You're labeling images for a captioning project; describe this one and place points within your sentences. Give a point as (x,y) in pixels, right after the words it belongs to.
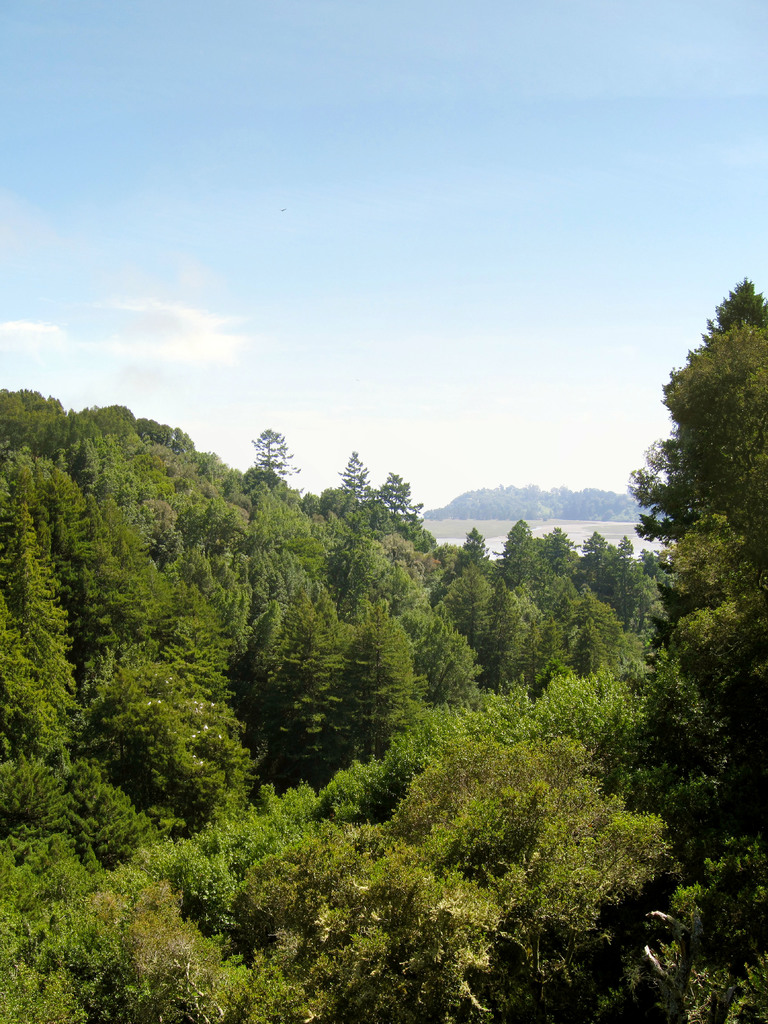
In this image at the bottom (459,795) there are some trees (409,616) and in the background (478,505) also there are some trees (513,504), on the top of the image (318,176) there is sky (311,276).
